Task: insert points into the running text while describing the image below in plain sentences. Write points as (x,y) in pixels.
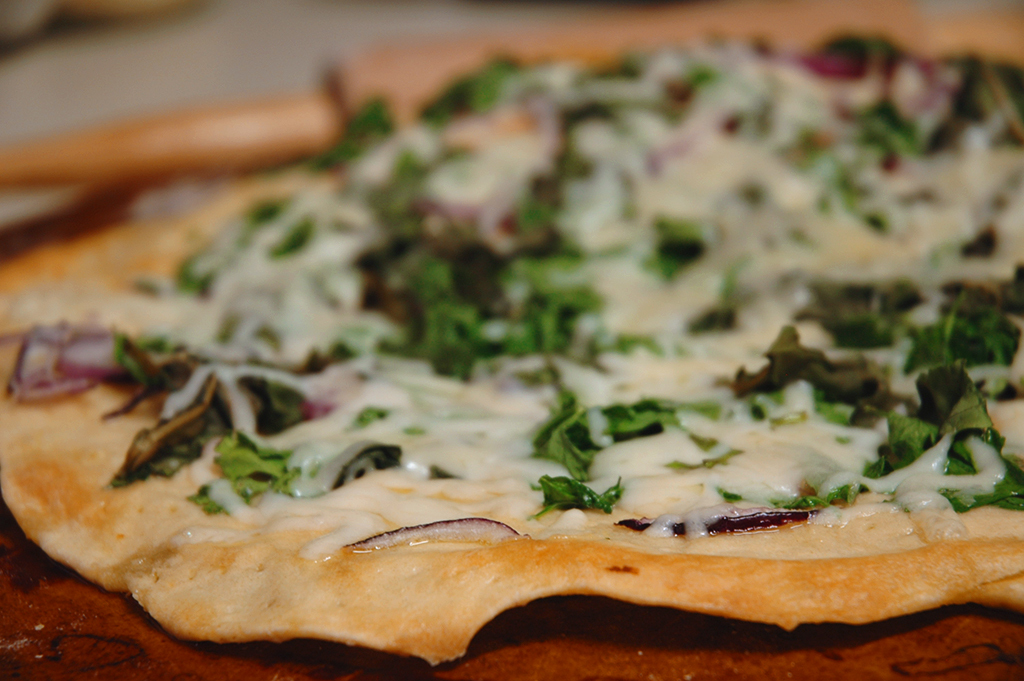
In this image I can see the food (562,506) on the brown color surface (374,654) and the food (357,624) is in brown, white and green color.
